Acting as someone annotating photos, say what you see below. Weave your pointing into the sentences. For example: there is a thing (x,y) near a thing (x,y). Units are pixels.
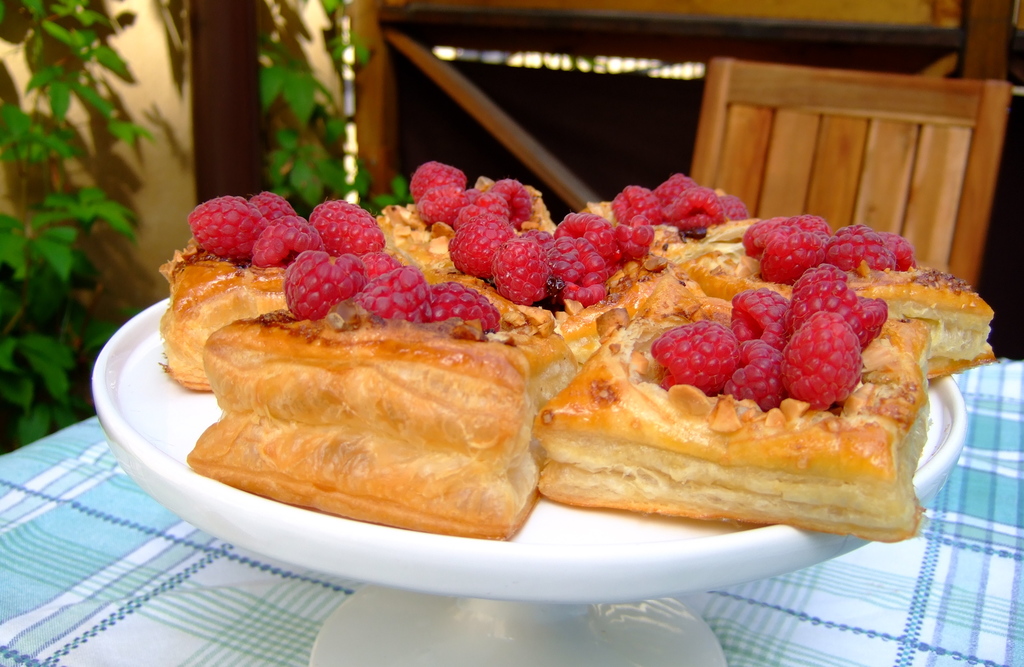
In the center of the image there is a table (241,619). On the table (211,558) we can see cloth (270,602) and a plate (543,542) which contains food item (364,325). In the background of the image (180,14) we can see the plants (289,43), chair (820,167), wall (138,219), pole (212,45), wooden stand (551,27).
